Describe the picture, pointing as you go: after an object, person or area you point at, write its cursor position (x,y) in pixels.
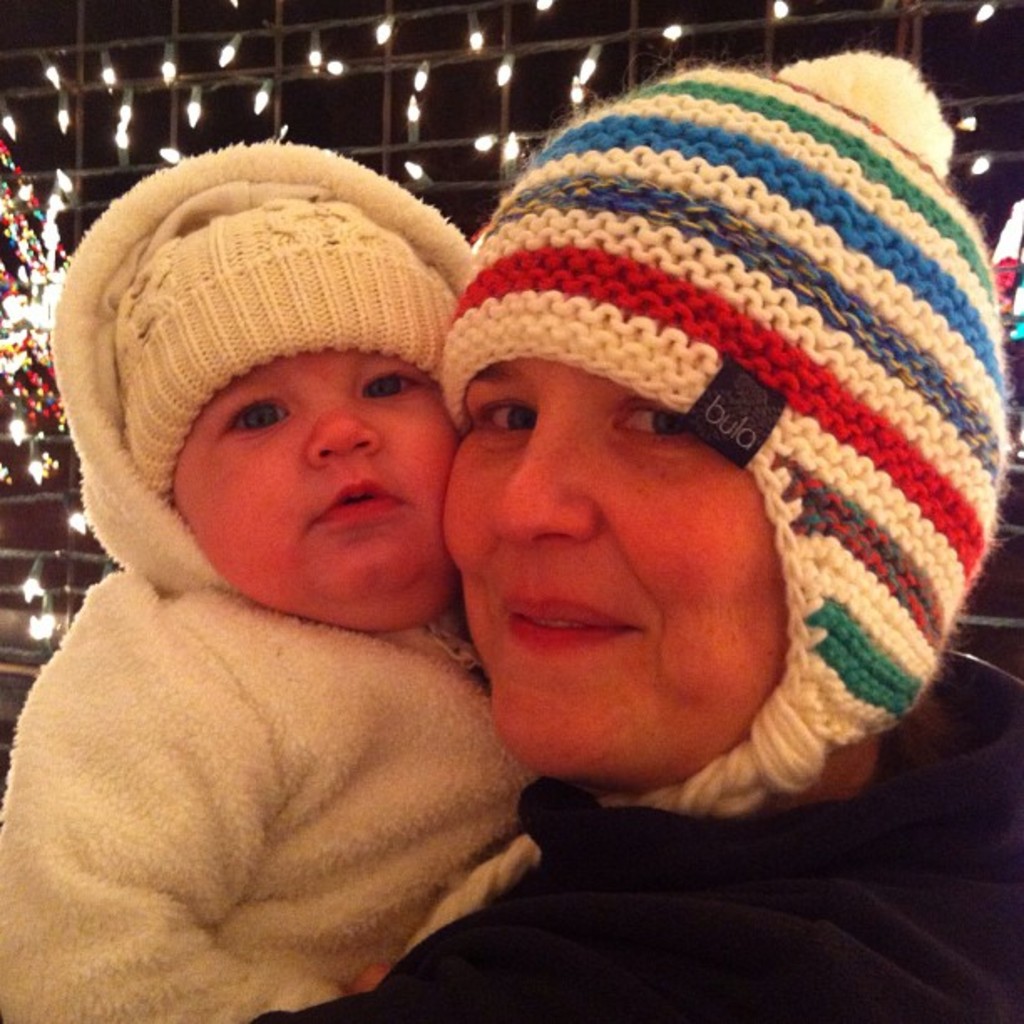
In this image I can see a woman (566,751) and a child (251,598) in the front (207,837). I can see both of them are wearing caps (391,331) and jackets (171,687). In the background (52,215) I can see number of lights (55,238).
